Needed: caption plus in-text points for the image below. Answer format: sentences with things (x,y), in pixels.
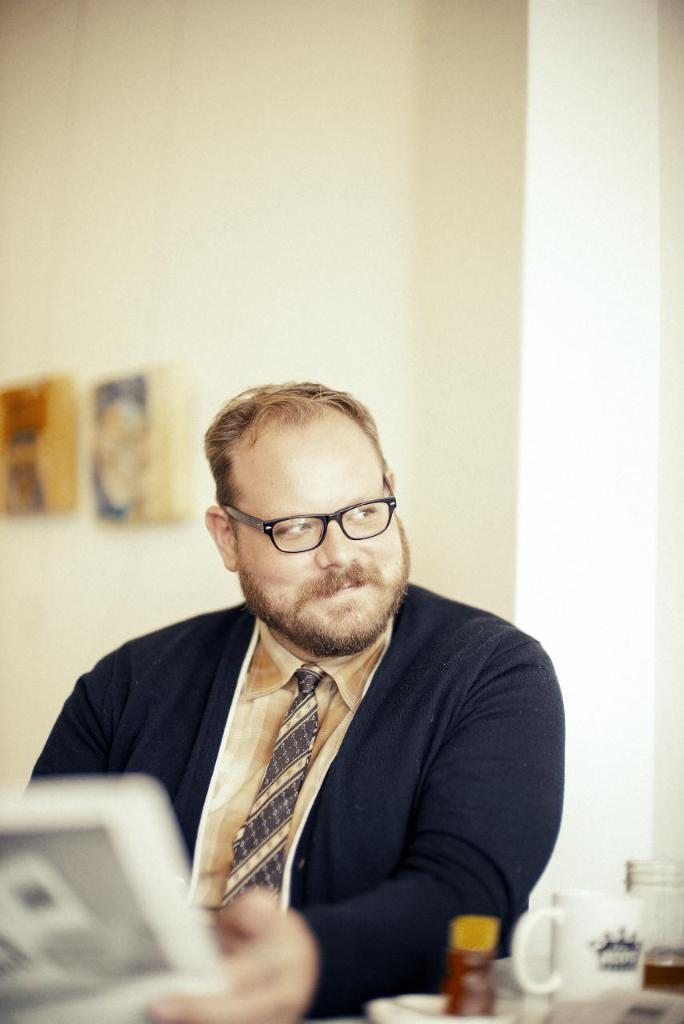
In the center of the image (349,661) we can see a person (339,755) is smiling and he is in a different costume (385,717). And we can see he is holding some object (89,836) and he is wearing glasses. On the right side of the image (583,945), we can see some objects (560,992). In the background (405,392) there is a wall (201,392) and a few other objects (168,454).
